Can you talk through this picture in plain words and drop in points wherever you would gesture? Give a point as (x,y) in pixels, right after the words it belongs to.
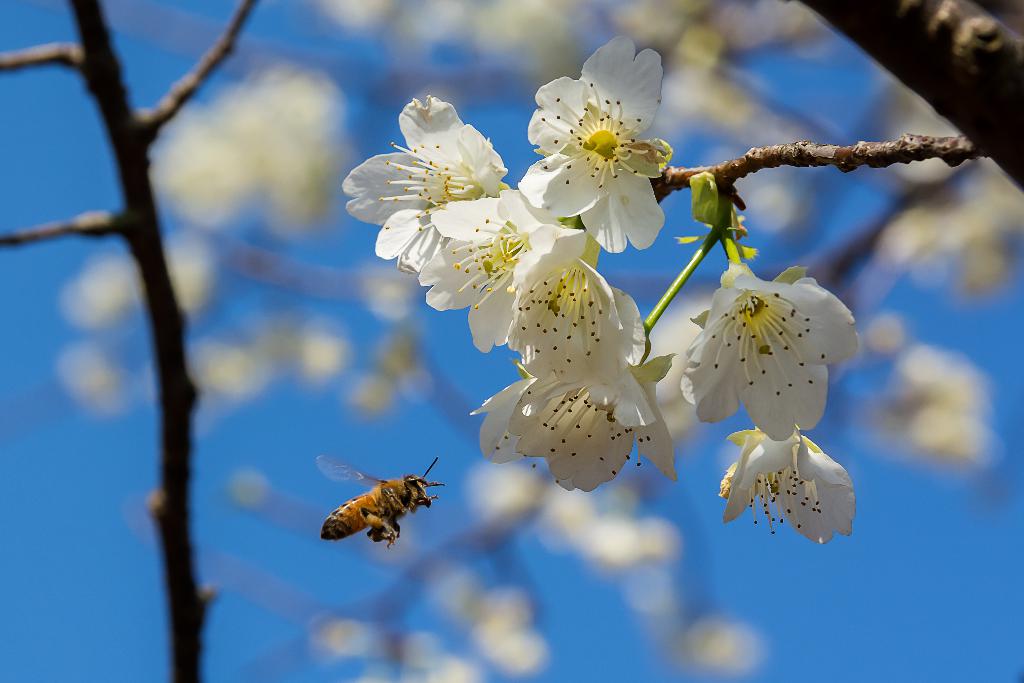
In this image, I can see a bunch of flowers (597,204) to a stem (914,155). I can see an insect (386,517) flying in the air. The background (421,3) looks blurry.
